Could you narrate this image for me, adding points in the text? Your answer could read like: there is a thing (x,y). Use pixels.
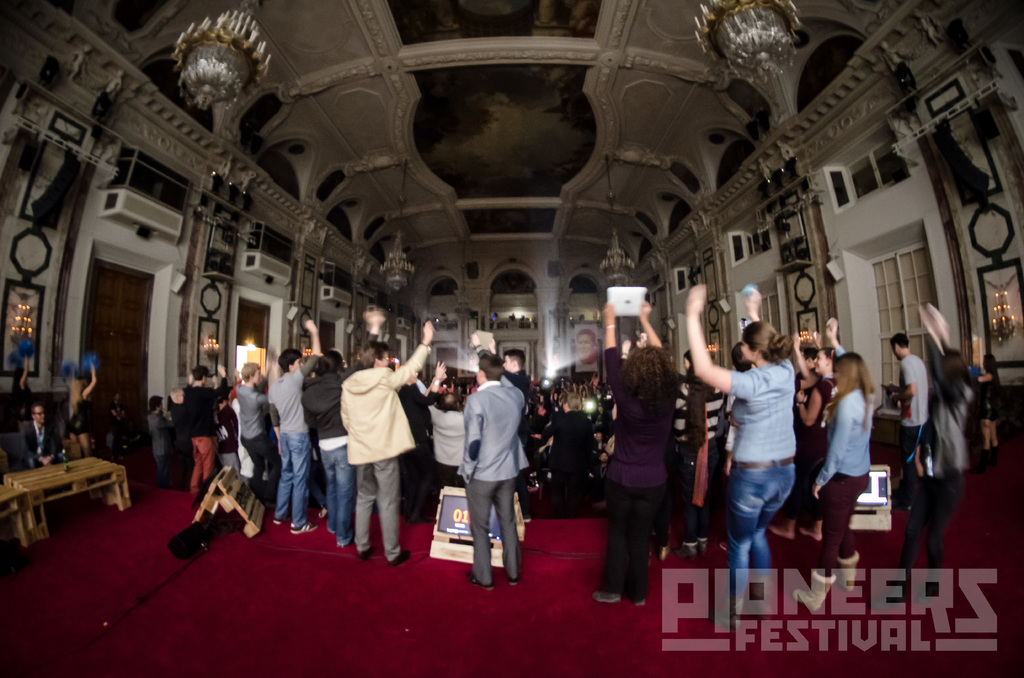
In this image we can see a few people (464,418), some of them are standing, one of them is holding a tab (635,299), there is an object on the table (71,478), there are boards (440,534) with text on them, there are some lights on the walls (59,315), there are air conditioners (248,259), there are chandeliers (244,11), windows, also we can see a photo frame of a person (585,348), and there is text (789,621) on the image.
